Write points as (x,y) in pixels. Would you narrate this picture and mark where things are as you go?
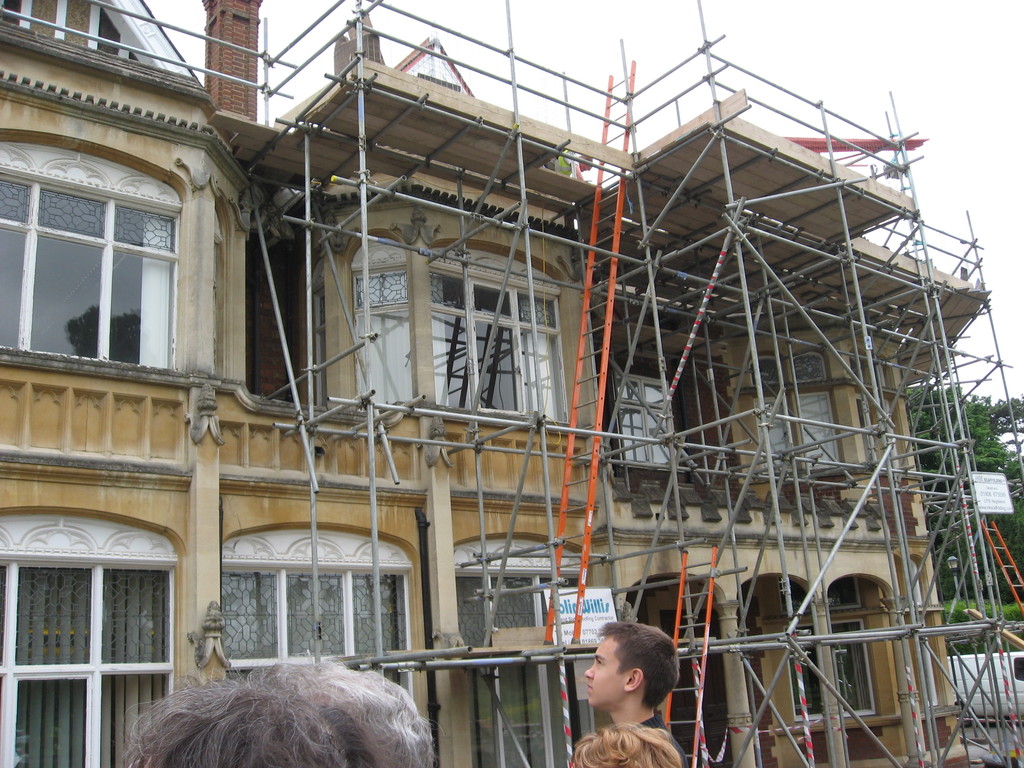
In this picture I can see a building (40,78) and few metal rods (533,234) and i can see trees (981,454) and few people (270,761) standing and watching and board (608,612) to the building (187,257) with text (609,616) and a cloudy sky (915,88) and may be the building (635,539) is under renovation.
